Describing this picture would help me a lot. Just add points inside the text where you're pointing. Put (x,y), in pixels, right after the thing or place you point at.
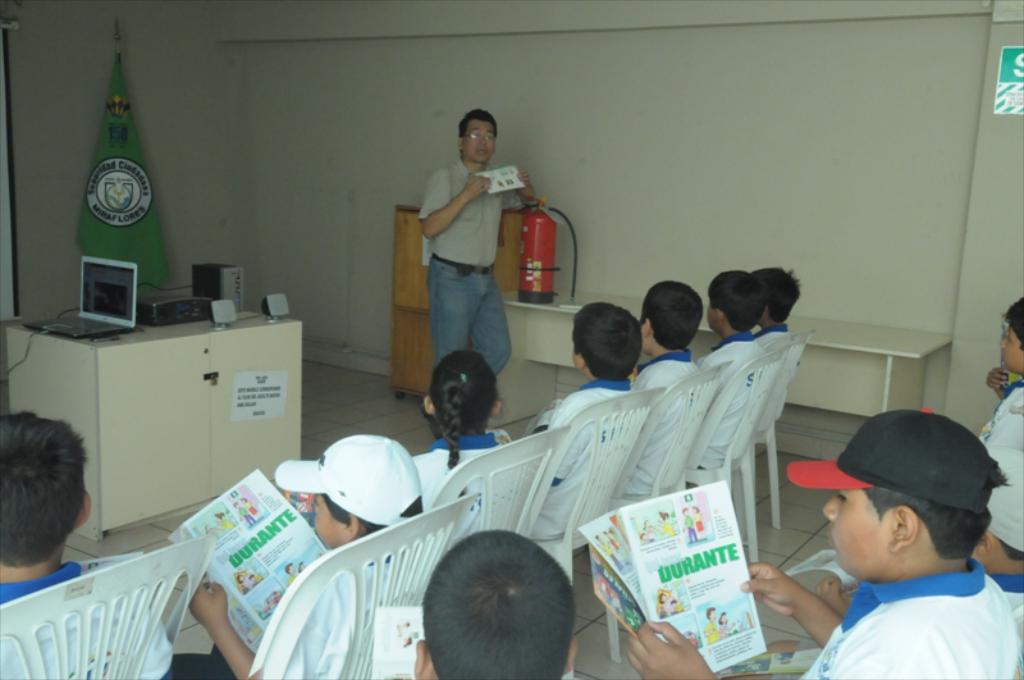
In this image I can see children (505,640) sitting on white chairs (384,542) and holding papers (608,572). A person (478,295) is standing in the center (462,240) and holding a paper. There is a fire extinguisher (551,280) beside him. There is a monitor (100,293) and speakers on a table (153,372). There is a green flag (103,257) at the back (145,223). There are white walls (144,84) at the back (232,119).
